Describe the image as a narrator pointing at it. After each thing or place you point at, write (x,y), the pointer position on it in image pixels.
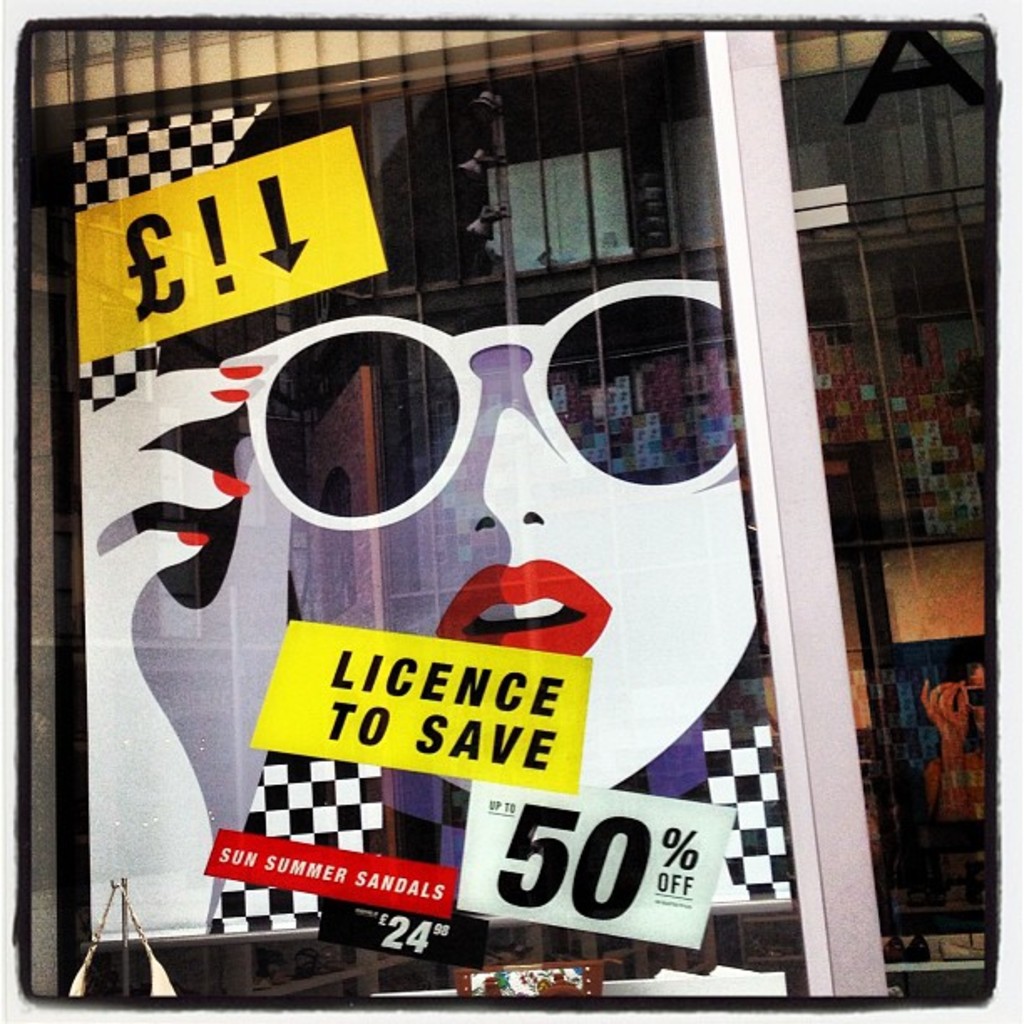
In this image we can see stickers (498,687) and posters (457,652) on the glass door (565,946). Through the glass (628,72) we can see objects (957,949).
